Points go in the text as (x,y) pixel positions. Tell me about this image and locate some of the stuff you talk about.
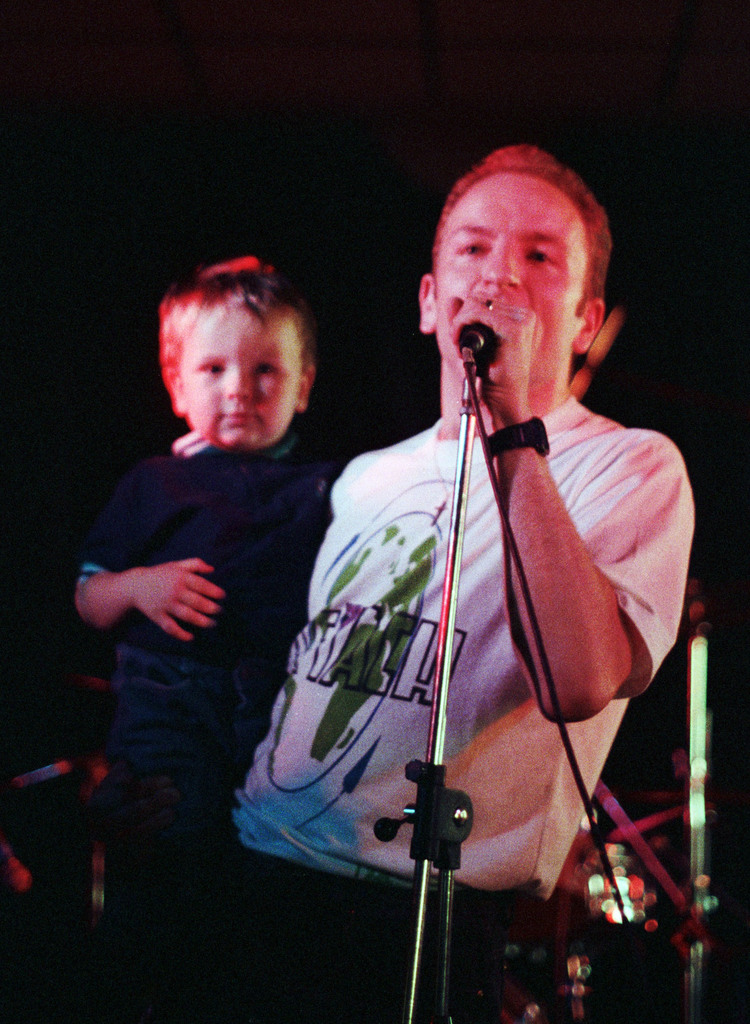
In this picture we can see a man (541,665) and a kid (262,504), this man (536,570) is holding a microphone (478,360), there is a dark background (617,104).
